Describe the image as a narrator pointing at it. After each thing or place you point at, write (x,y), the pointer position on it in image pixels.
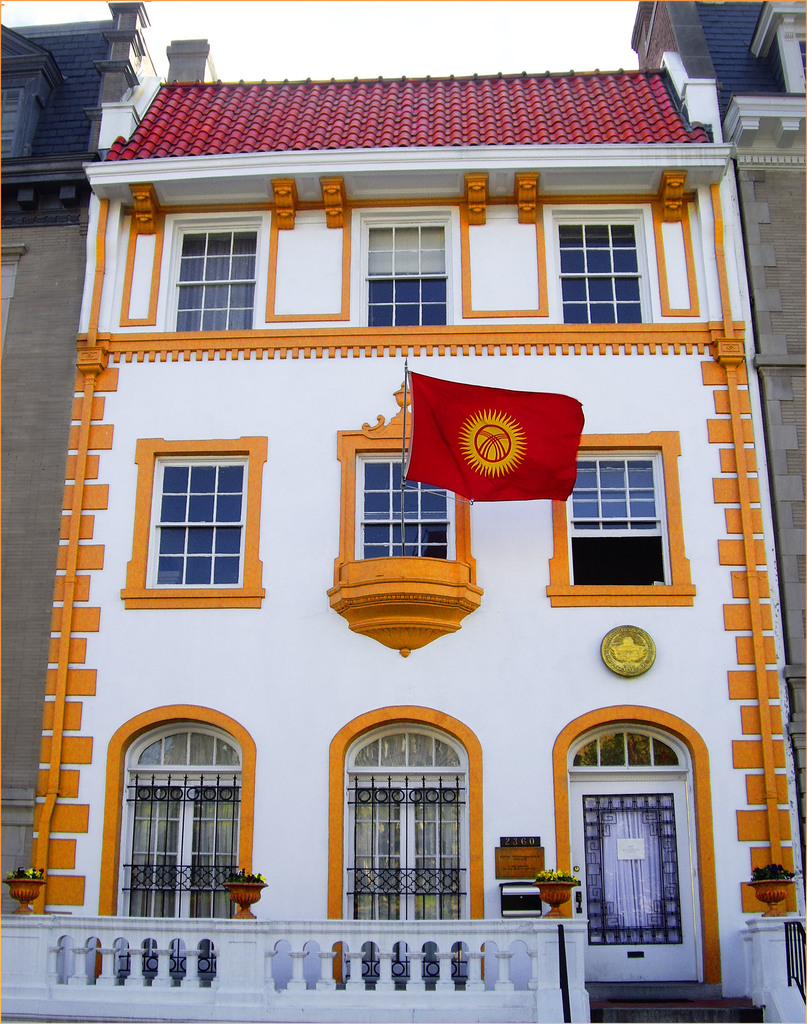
In the picture there is a colorful building (373,563) and there is a flag (415,419) in front of one of the window (422,507) of the building (415,582) and there are small plants (238,877) kept in the pots (566,898) on the railing (183,938) of the building (117,881).
